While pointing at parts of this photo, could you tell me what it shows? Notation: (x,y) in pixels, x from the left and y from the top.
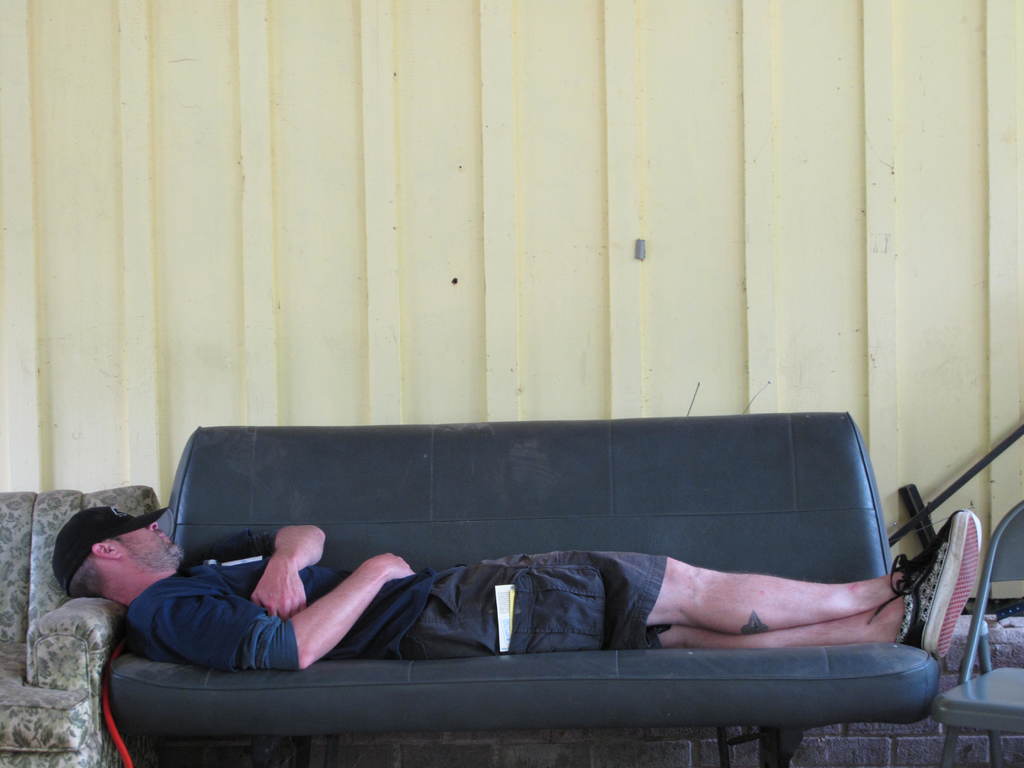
In the image there is a couch (751,444), on couch (834,557) a man (839,623) is lying. On right side (1008,689) we can see a chair (967,711) in background (646,119) there is a yellow color wall (705,225).
